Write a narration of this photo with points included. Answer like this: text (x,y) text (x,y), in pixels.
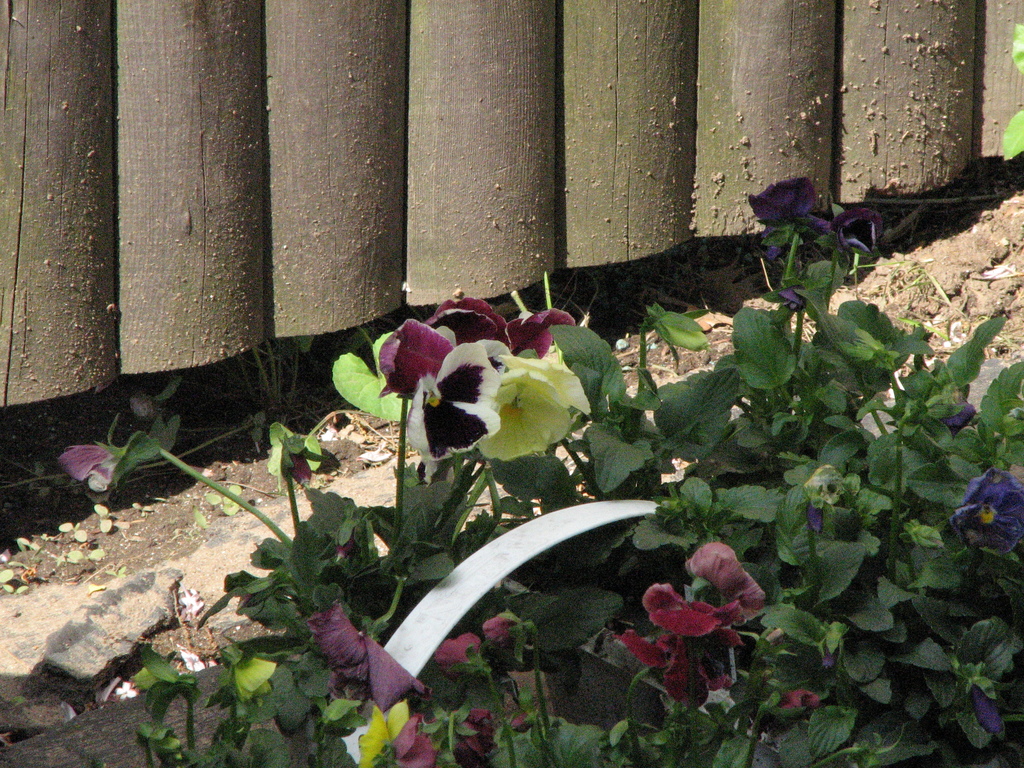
In this image I can see few flowers (371,691) and I can see color of these flowers (408,353) are purple, white and yellow.
